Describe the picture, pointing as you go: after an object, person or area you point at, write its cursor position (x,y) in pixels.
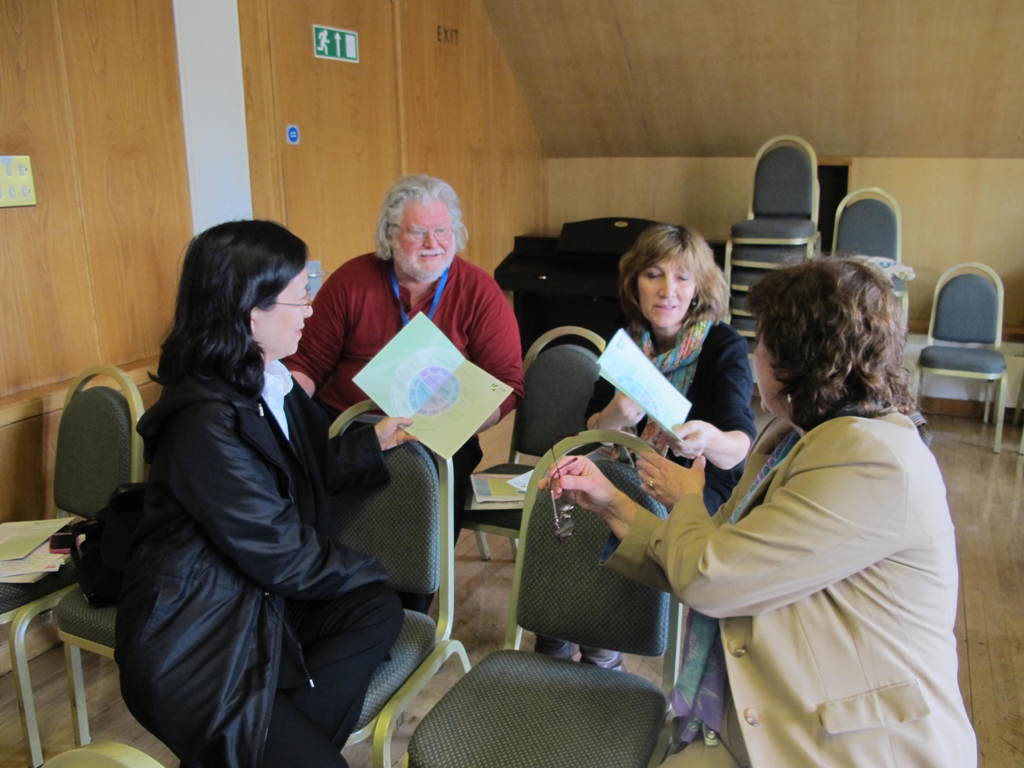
There are four persons (597,424) sitting in chairs (639,574) where two among them are holding green color sheet (614,366) in their hands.
